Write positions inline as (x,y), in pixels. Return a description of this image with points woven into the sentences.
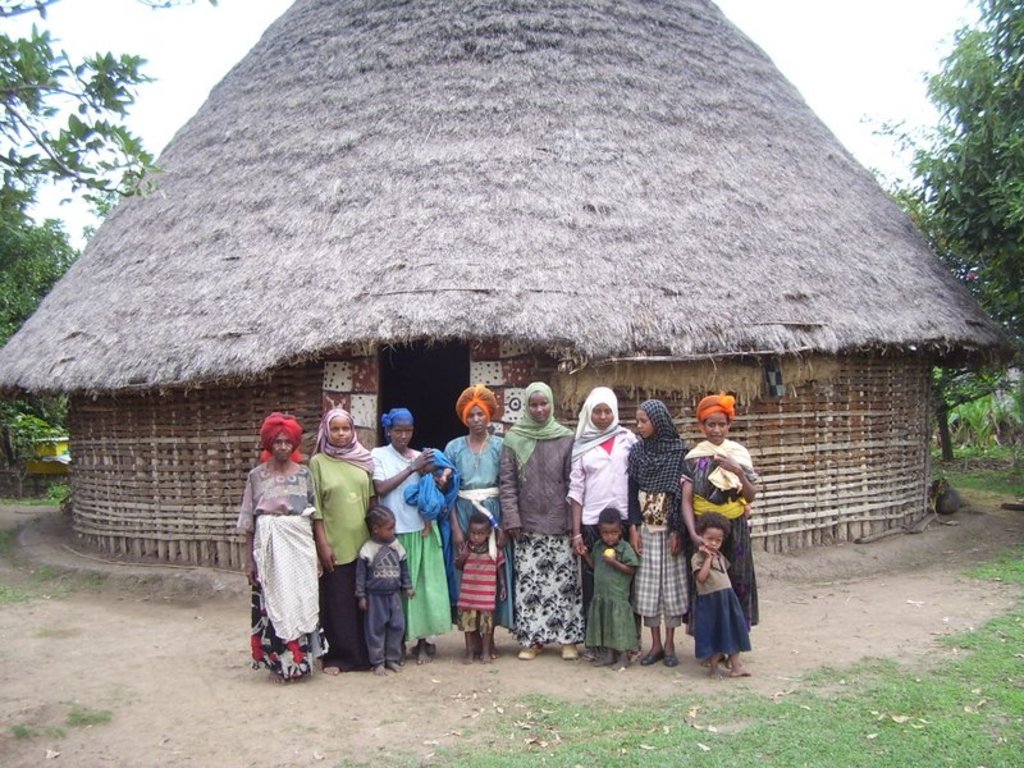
In this picture we can see some people (659,547) are standing in the front (639,530), there is a hut (602,134) in the middle (614,298), on the right side (952,234) and left side (73,155) we can see trees (75,171), at the bottom (819,739) there is grass (805,694), there is the sky (843,54) at the top of the picture (845,62).
